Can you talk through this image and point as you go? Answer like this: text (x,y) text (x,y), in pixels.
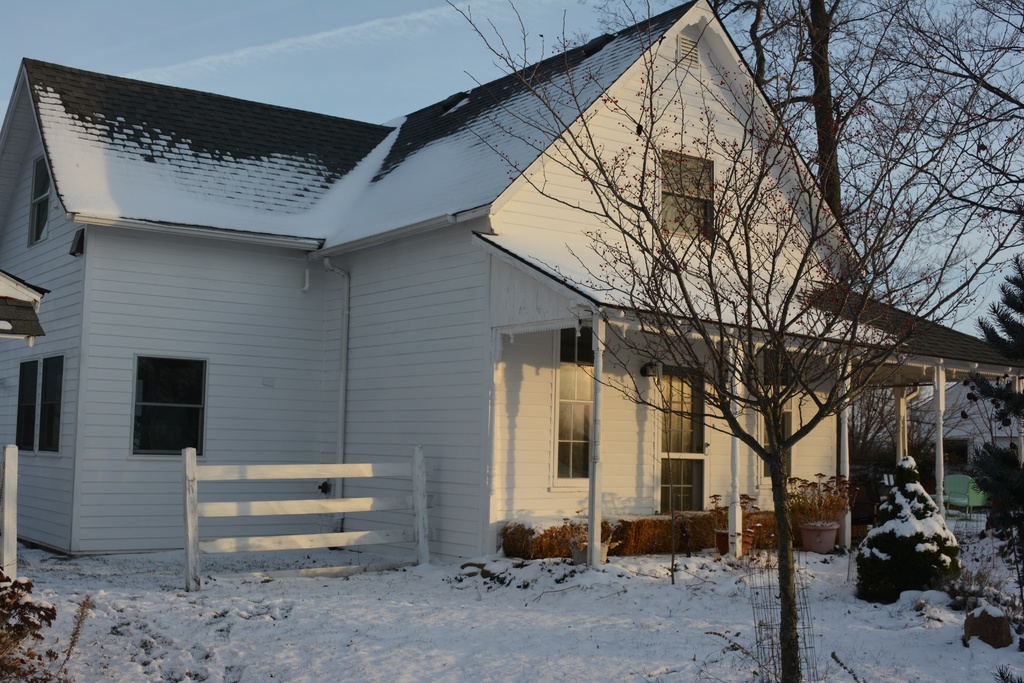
In this image I can see a dried tree (603,244), background (518,338) I can see a house (533,298) in white color and I can see few trees (913,557) covered with snow (932,544) and the sky (398,48) is in blue color.
